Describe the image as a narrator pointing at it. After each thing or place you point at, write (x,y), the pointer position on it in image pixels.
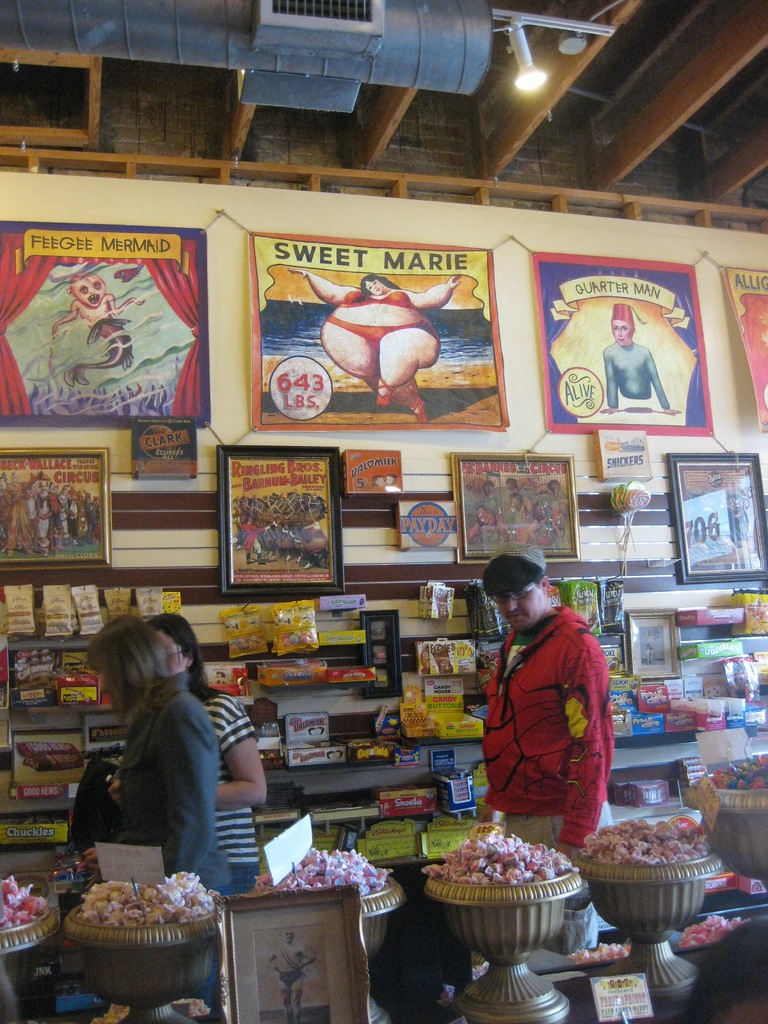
In the picture I can see boxes (433,603), packets (242,650) and some other objects (270,724) on shelves (316,771). I can also see photo frames (378,695), posters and some other objects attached to the wall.
